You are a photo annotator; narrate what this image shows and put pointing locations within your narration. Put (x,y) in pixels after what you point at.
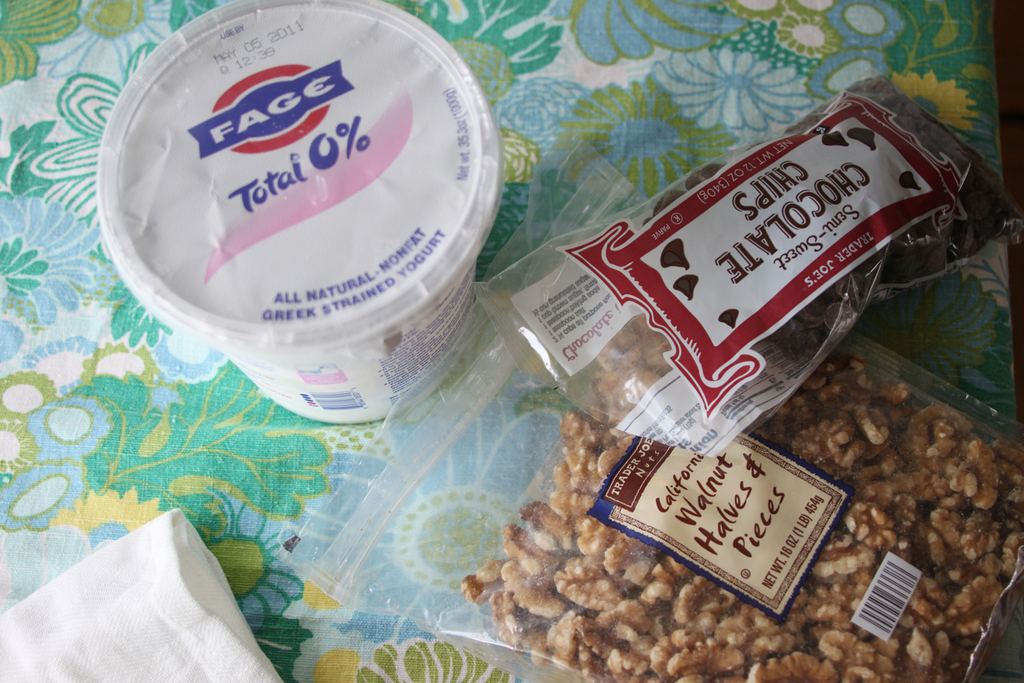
In this image we can see one chocolate packet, one walnut packet (803,545), tissue (217,594) and one yogurt box (332,304).
